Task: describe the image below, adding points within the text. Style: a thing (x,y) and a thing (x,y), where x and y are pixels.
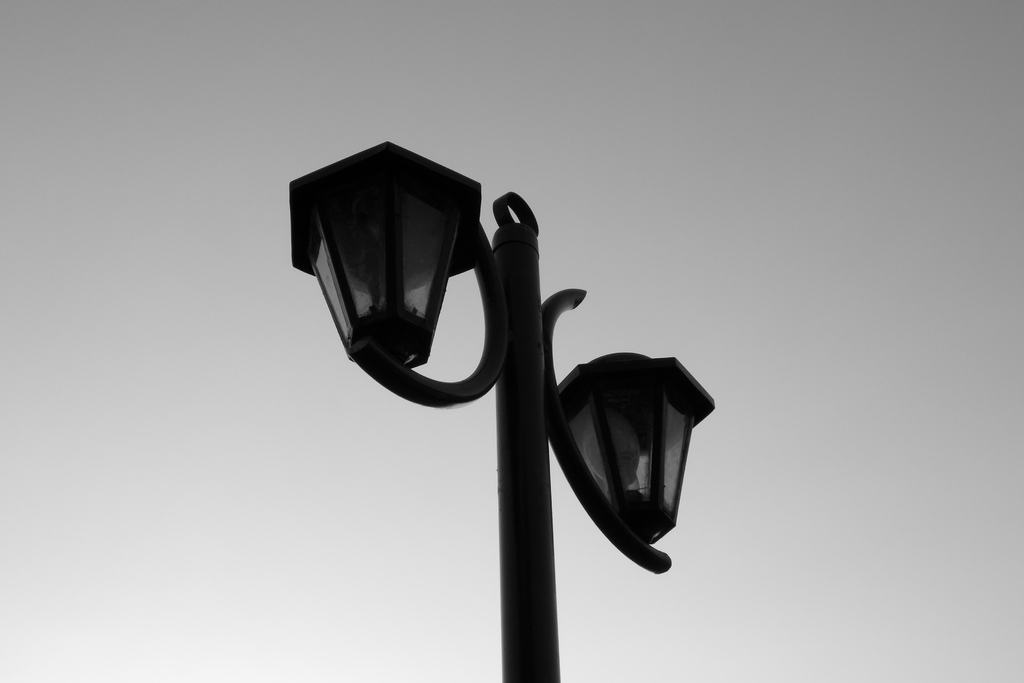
In this picture I can see there is a pole (600,499) with lights (640,520) and this is a black and white image. The sky (454,281) is clear.
